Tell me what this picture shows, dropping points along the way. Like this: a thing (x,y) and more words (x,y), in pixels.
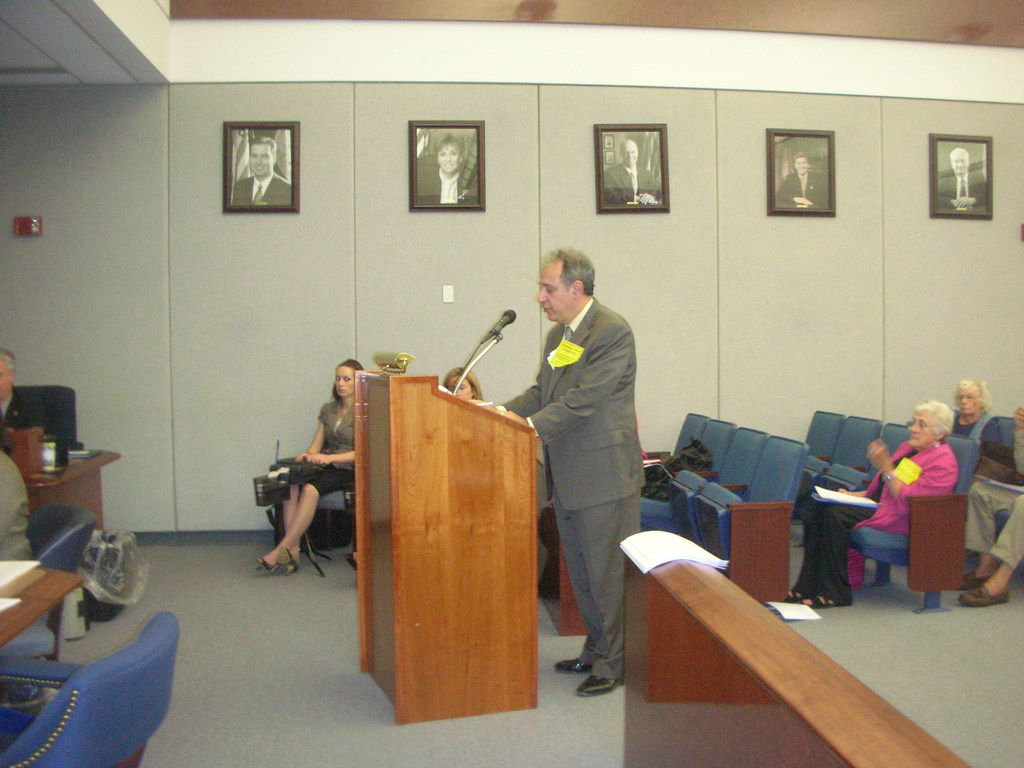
Here in the middle (597,304) we can see a person (617,677) speaking something in the microphone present on the speech desk (470,613) in front of him and behind him we can see number of chairs (709,429) here and there and people (970,518) sitting on the chairs (781,506) and there are photo frames (286,157) present on the wall (727,158).
